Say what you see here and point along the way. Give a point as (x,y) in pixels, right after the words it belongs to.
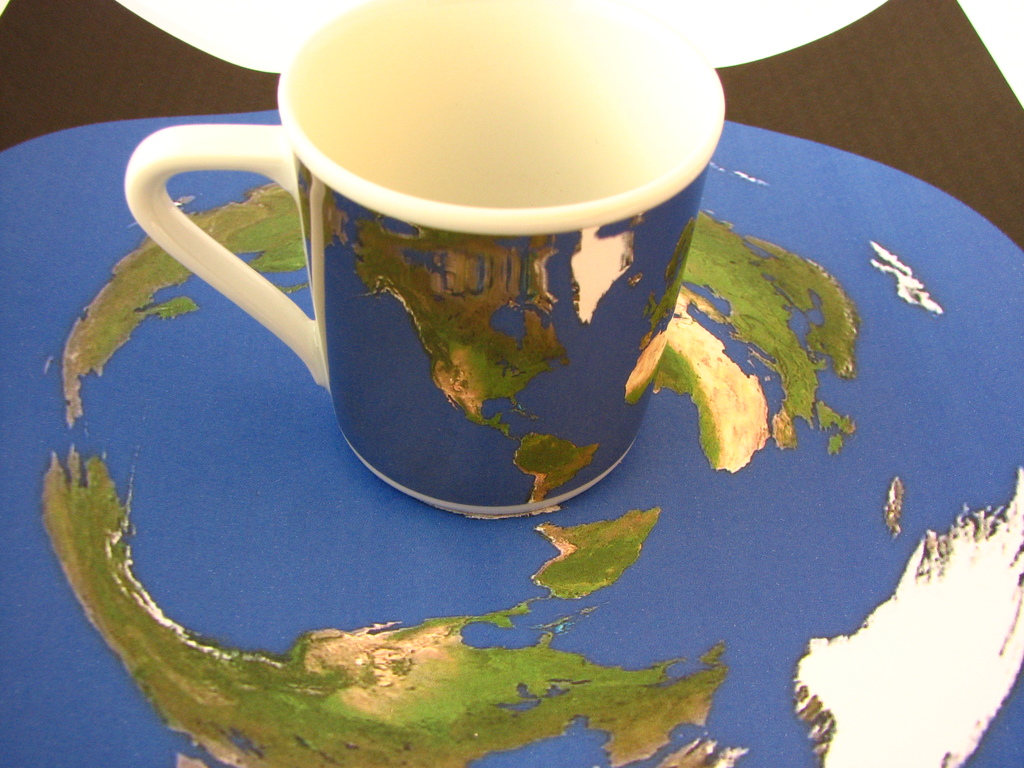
In this image I can see a mug (353,308).
